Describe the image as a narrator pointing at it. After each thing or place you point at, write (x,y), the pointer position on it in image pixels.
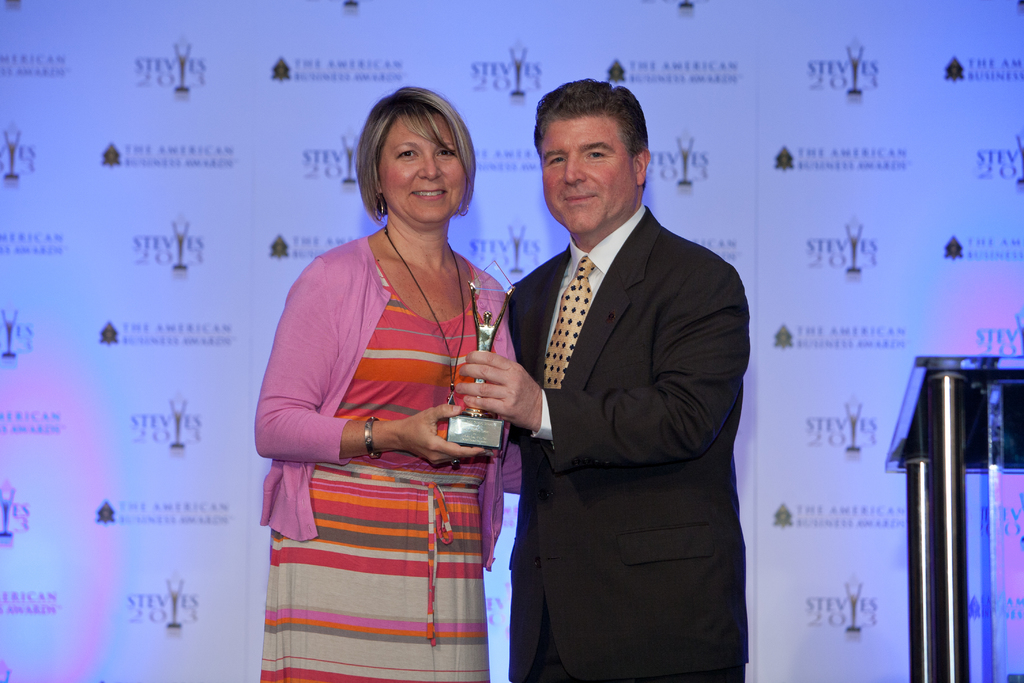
In this image I can see two persons (553,427) standing and holding the trophy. The person (633,369) at right (698,398) is wearing black blazer (622,269) and white color shirt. In the background (828,125) I can see the banner (875,187).
